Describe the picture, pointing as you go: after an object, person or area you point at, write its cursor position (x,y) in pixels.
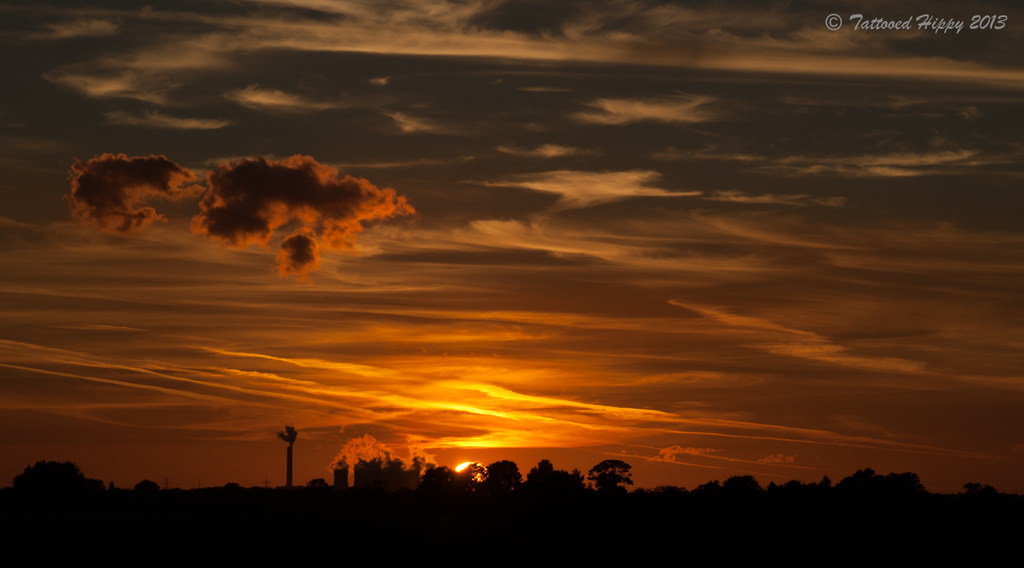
In this picture we can see few trees (491,478), clouds (538,361) and the sun (483,463), in the top right hand corner (933,17) we can see some text (945,23).
